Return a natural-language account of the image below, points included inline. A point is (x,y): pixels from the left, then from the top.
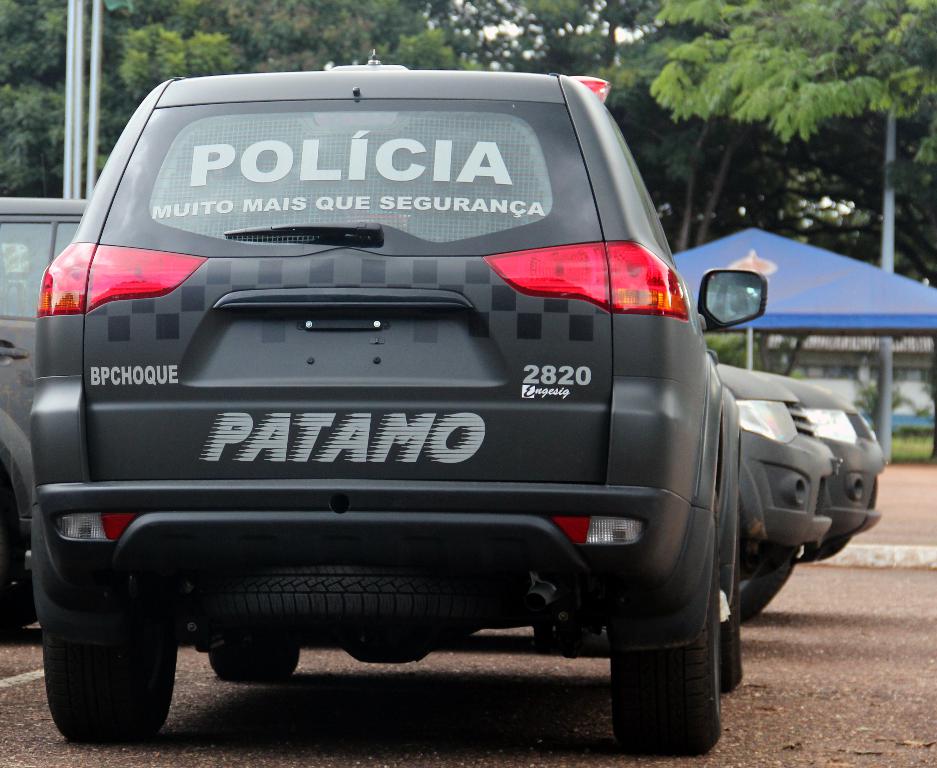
In this image I can see four cars (542,470). I can see some text (215,443) on backside of the car (276,435). In the background (877,53) I can see few trees (866,45). On the right side (793,312) I can see a tent (883,311).
